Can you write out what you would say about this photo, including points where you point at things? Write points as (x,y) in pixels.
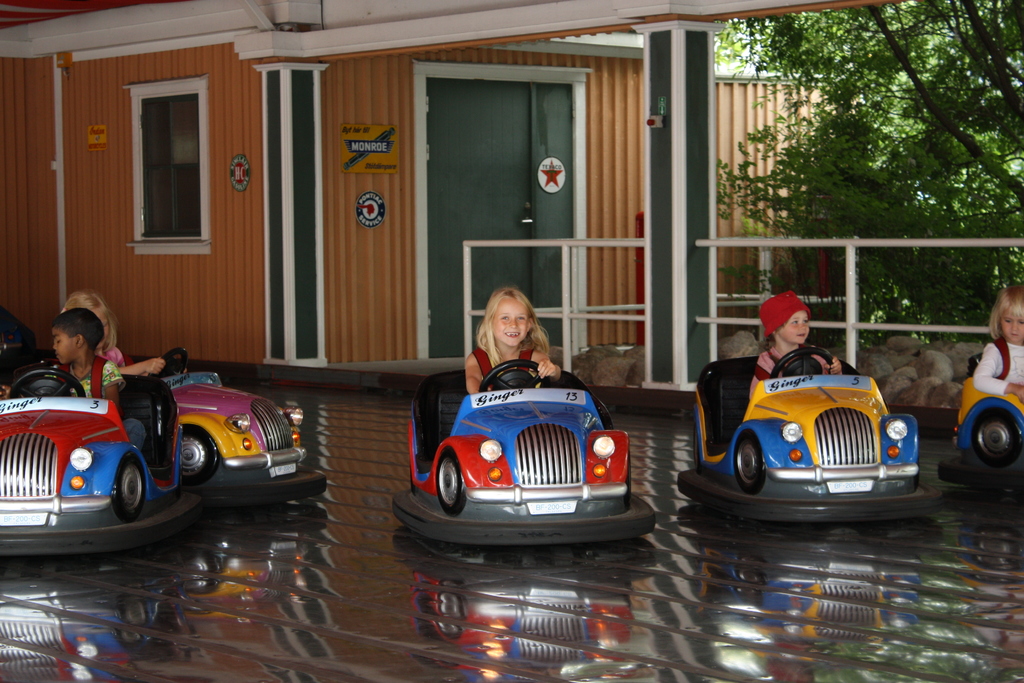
There are many children (535,317) playing with toy car (472,419). On the right side (783,331) a child (771,349) is having a red color cap (782,312). In the background (288,187) there are pillars (676,185), walls (360,173), windows (182,152), doors (492,178), trees (861,191). And there are some notes (376,151) on the wall (360,247).
